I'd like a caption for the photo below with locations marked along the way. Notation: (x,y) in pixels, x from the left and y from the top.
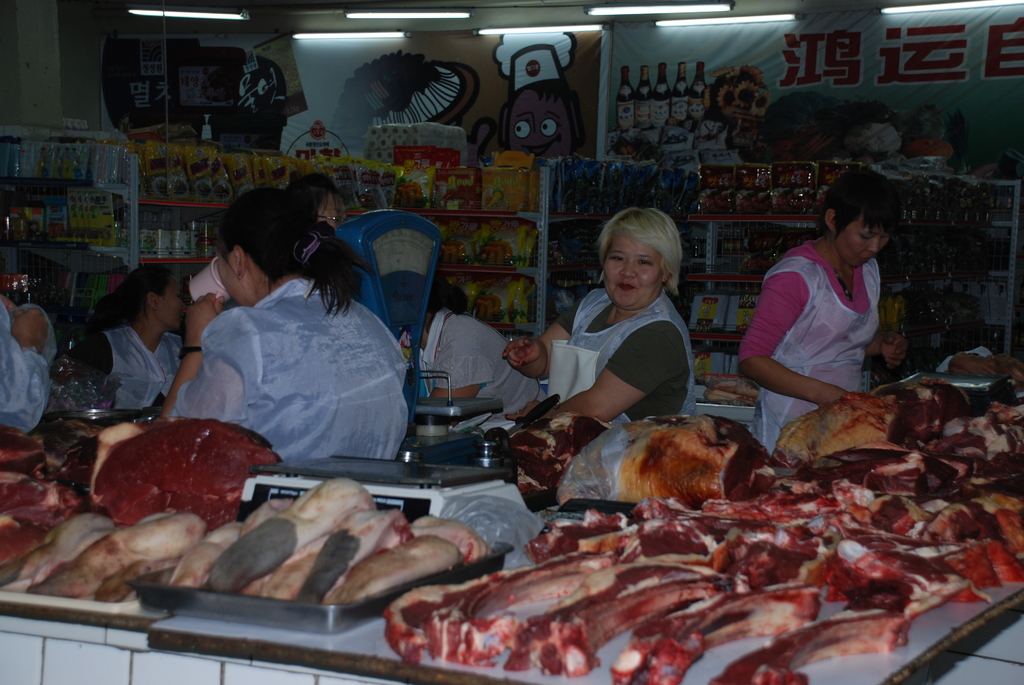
There is a meat (568,552) kept on a table (509,568) as we can see at the bottom of this image (585,566). There are some persons (298,337) in the middle of this image (465,371). There are some objects (498,187) kept in a rack (540,229) in the background (498,231), and there is a wall poster (427,86) attached to a wall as we can see at the top of this image (364,82).
